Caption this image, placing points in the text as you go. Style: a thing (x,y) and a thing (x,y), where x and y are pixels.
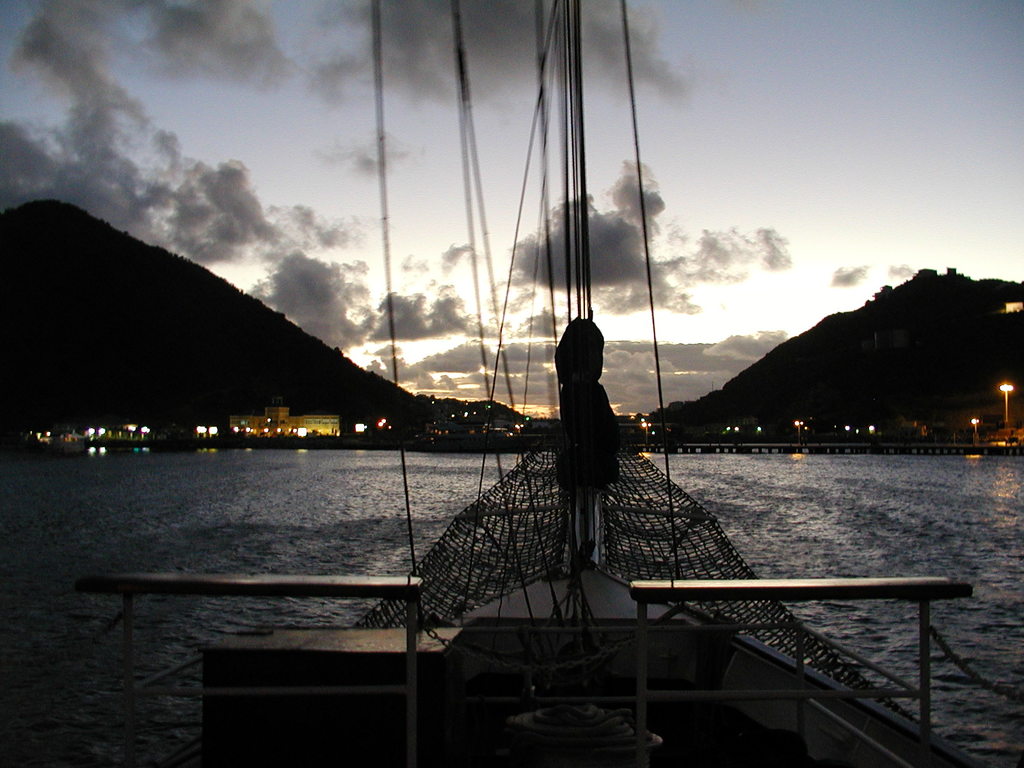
In this image we can see a ship (461,649) on the water (896,543). in the background (188,423) there are buildings (277,408), poles (1009,407), lights (975,425), hills (390,407) and sky (709,162).
